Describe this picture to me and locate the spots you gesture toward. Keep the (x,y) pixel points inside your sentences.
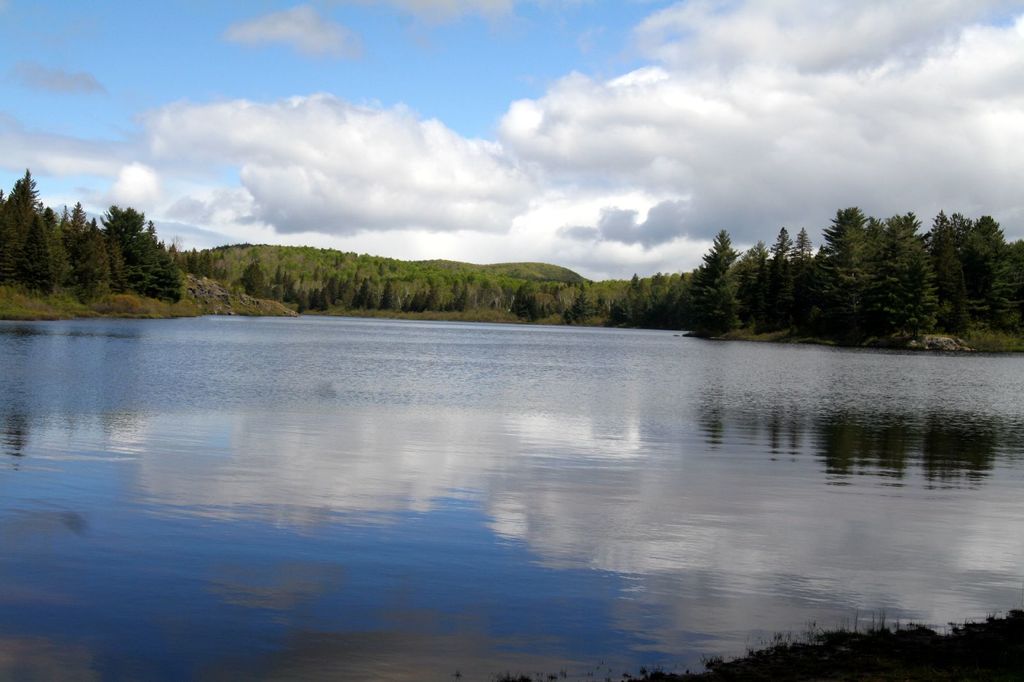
This picture is clicked outside. In the foreground (220,465) we can see a water body (552,399). In the center (495,319) we can see the green grass (472,311), plants (452,308) and trees (501,267). In the background (515,128) we can see the sky (512,71) with the clouds (384,155) and some hills (544,270).
